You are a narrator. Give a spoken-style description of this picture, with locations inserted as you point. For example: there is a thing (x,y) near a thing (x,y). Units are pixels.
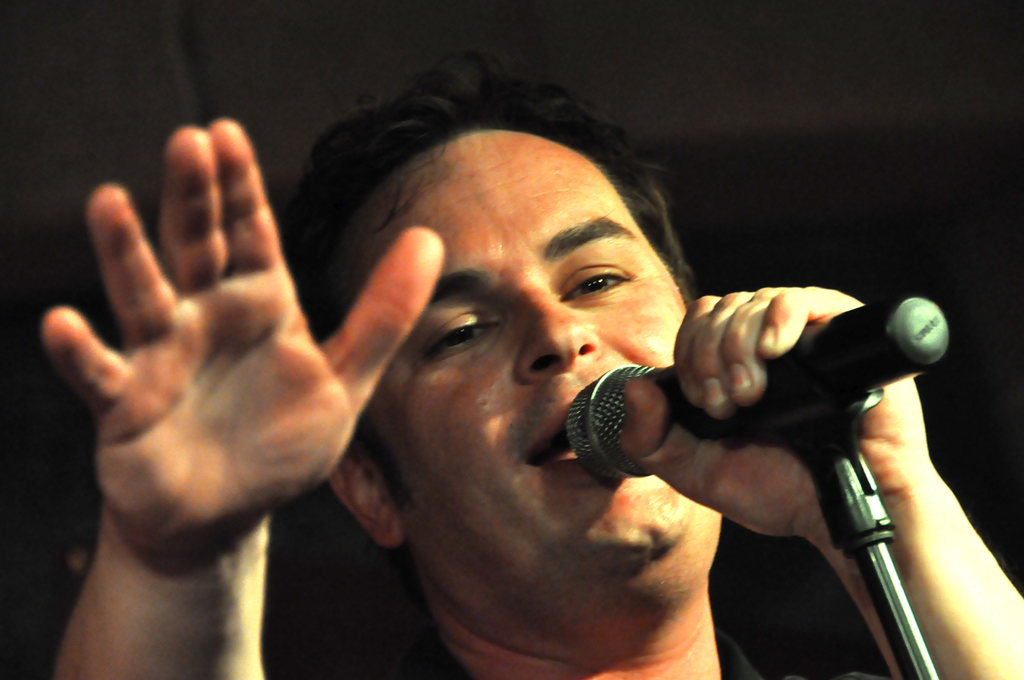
In this image we can see one man (521,460) holding a microphone (764,433) and singing. There is a black background.
